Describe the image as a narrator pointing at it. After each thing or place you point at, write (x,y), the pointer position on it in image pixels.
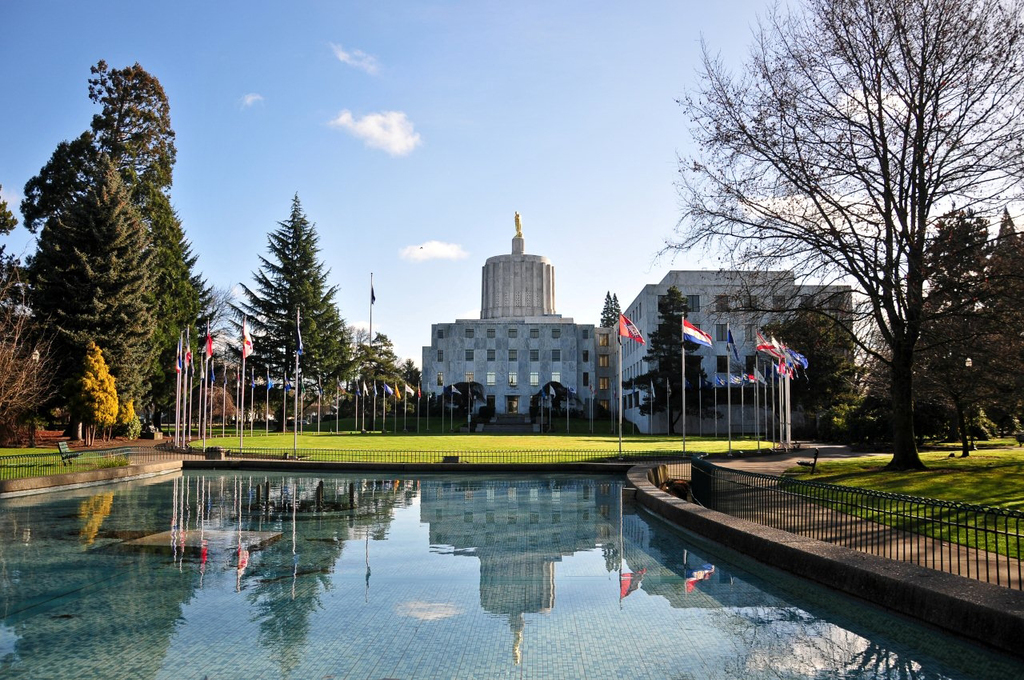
In this image I can see water (256,481), number of flags (774,343), a building (544,343), number of trees (951,329), grass (578,438), few benches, clouds (351,50) and the sky (550,156).
